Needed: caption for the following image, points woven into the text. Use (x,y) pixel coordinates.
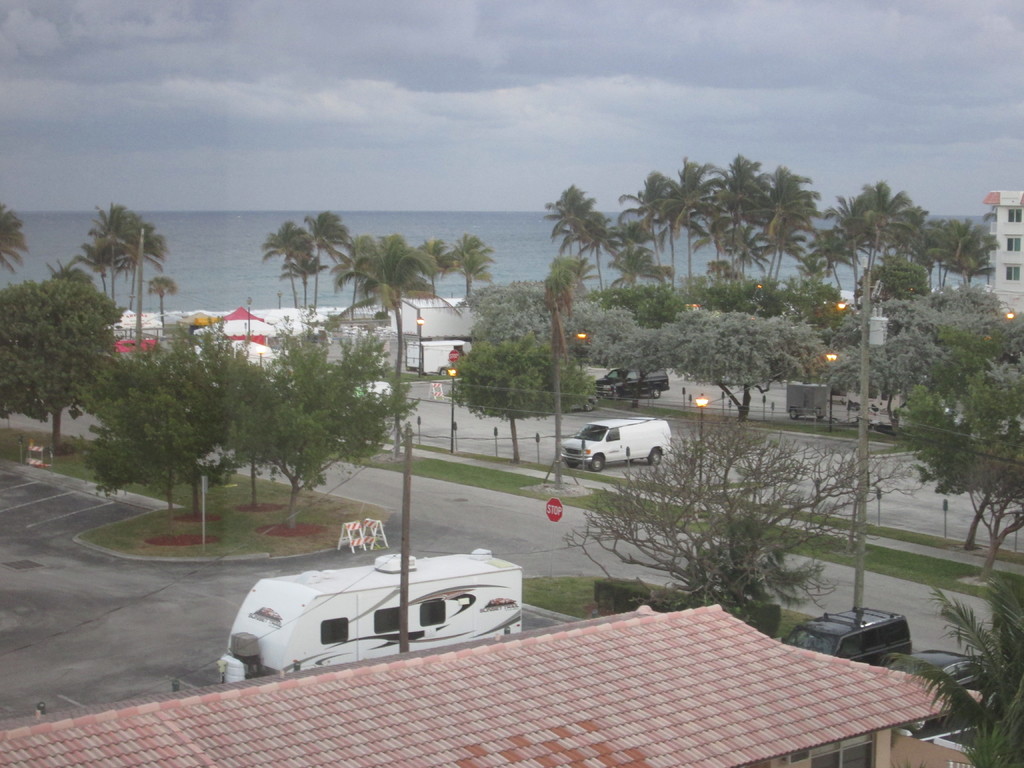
In this picture there are trees (640,275) and poles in the center of the image (677,357) and there is a building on the right side of the image (1001,194), there is a roof (903,714) at the bottom side of the image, there are vehicles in the image, there is water (142,216) in the background area of the image (215,256).
